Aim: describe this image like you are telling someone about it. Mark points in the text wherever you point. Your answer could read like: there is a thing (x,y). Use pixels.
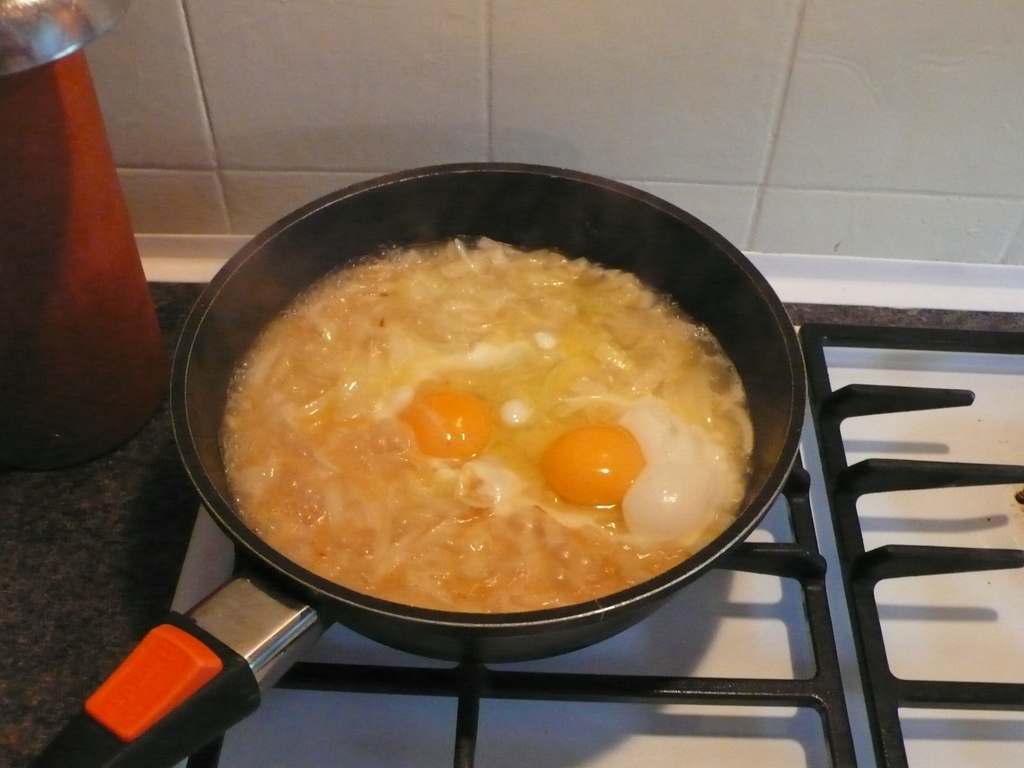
In this image we can see a pan (395,464), in pan (453,393) some eggs (532,412) and onion (359,454) are there. To the left side of the image (106,201) one red color thing (50,267) is present. Bottom of the image (758,665) stove (684,693) is there.
